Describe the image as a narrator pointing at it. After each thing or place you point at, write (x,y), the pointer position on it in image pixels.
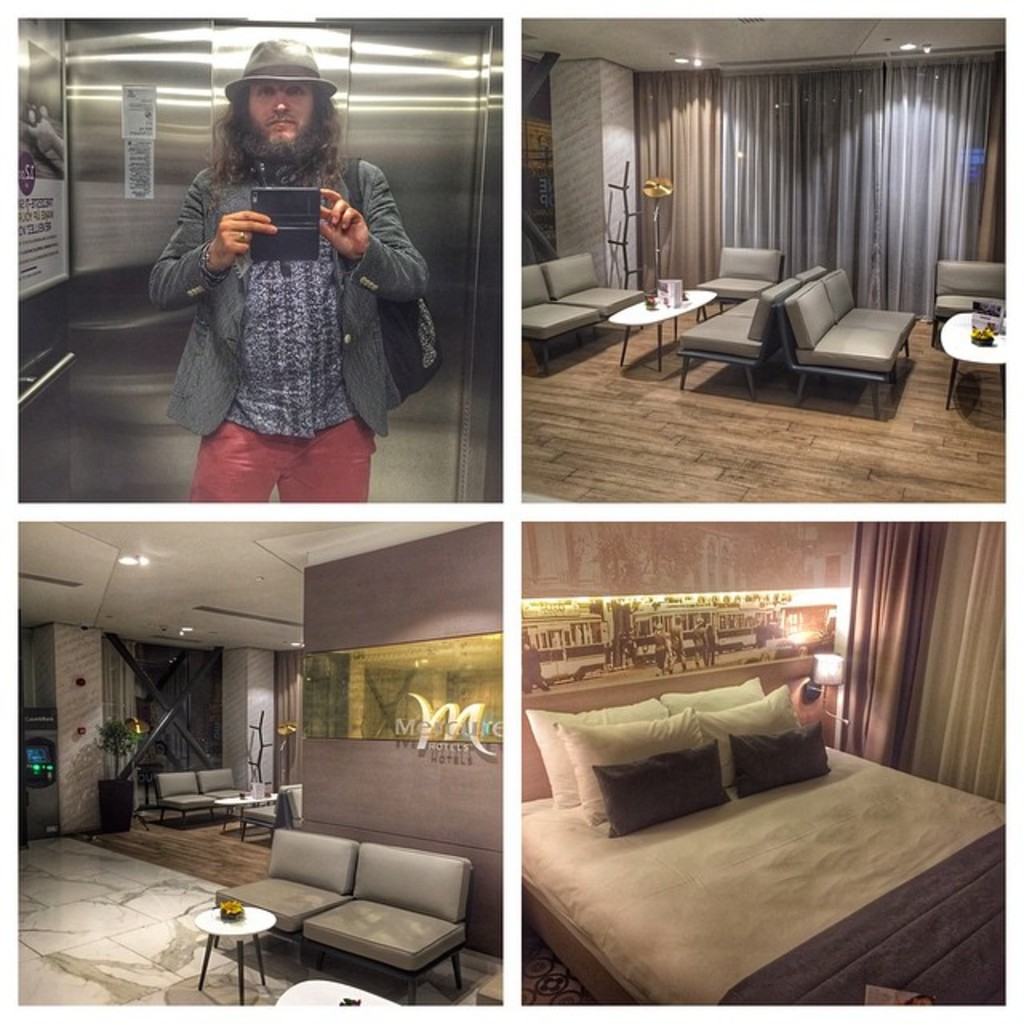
there are 4 images. at the right top (690,331) there are sofa (763,301) and curtains (758,243). below that image there is a bed (699,889). at the left top (216,285) there is a person (216,250) standing. below that there is a room (282,899) in which there are sofas (287,877).
